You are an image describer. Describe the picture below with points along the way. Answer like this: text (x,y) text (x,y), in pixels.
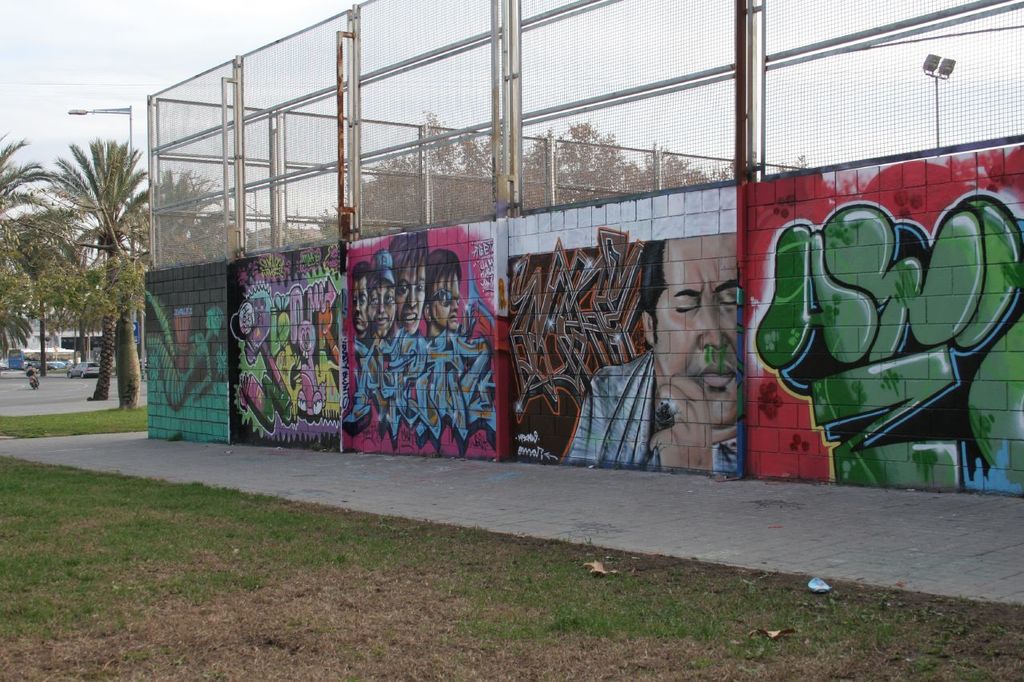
In this image, we can see graffiti (465,337) on the wall (533,296) and there is a mesh (664,74) and we can see some lights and there are vehicles (15,356) on the road (50,389). At the bottom (314,591), there is a ground (376,572) and at the top (122,46), there is sky (122,46).
